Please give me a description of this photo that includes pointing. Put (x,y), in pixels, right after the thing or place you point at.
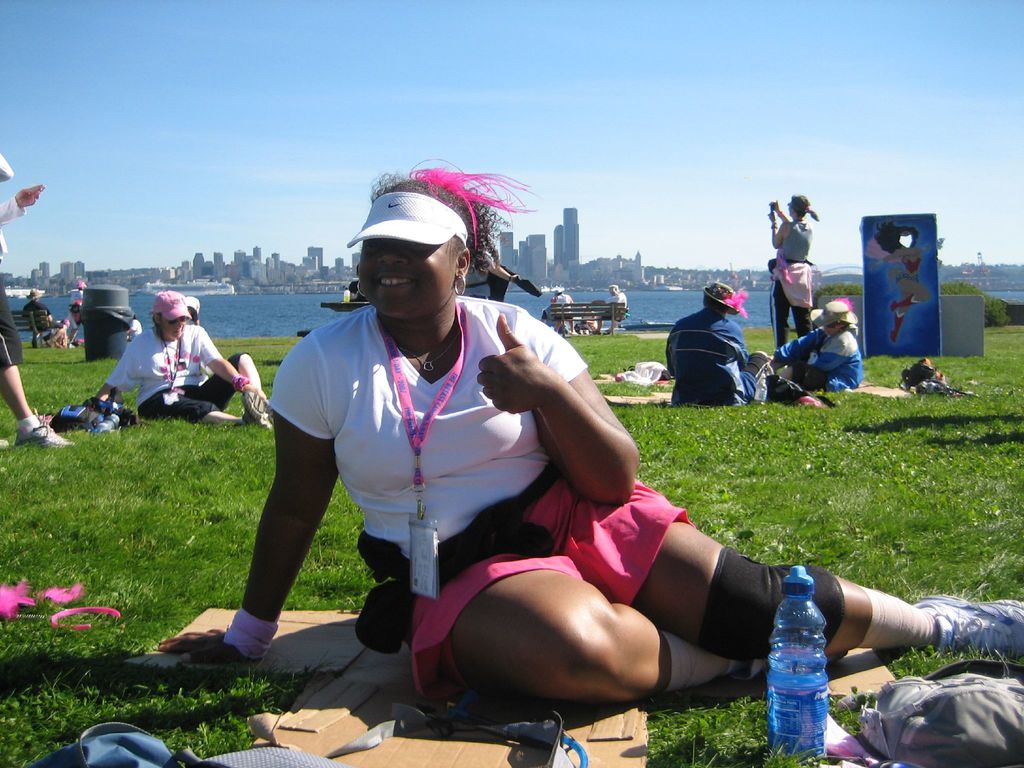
In this image in the front (528,559) there is a bottle (816,664) and there is a woman (431,488) sitting and smiling. In the center (675,492) there is grass (743,469) on the ground (92,369) and there are persons (112,375) sitting and standing. In the background (552,305) there are persons (787,243) sitting and standing and there is a board (899,295) with some image (900,288) on it and there is a sea (273,310) and there are buildings (584,279) and on the ground (798,446) there are objects (113,428).
